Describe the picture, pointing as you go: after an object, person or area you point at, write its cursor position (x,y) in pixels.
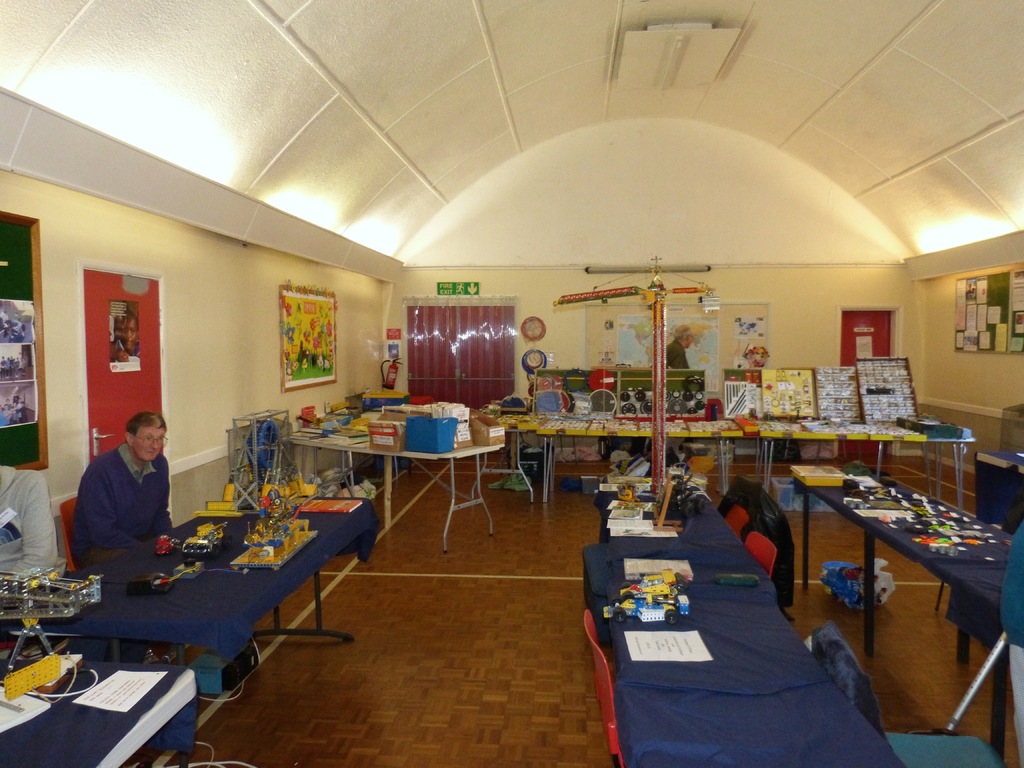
There is a person (104,471) on the left side (122,492). There are tables (477,457). On the table (242,518) there are toys (272,459) and many other items (394,410). There are walls (235,281). On the walls (169,308) there are photo frames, boards (703,321) and many things (467,288) pasted. On the ceiling (307,173) there are lights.
